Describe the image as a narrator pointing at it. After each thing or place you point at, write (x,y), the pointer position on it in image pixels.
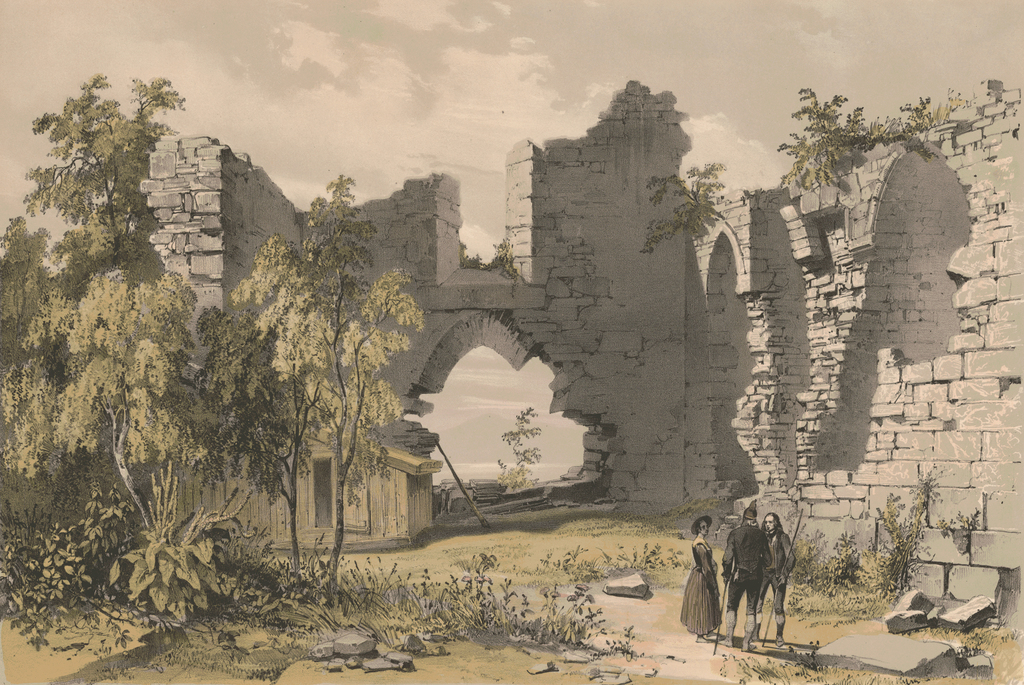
In this image we can see the painting (370,317) of a monument (430,350) and some people (716,591) standing on the ground (682,640). We can also see some stones (614,594), plants (389,583), trees (302,376) and the sky (589,96) which looks cloudy.
